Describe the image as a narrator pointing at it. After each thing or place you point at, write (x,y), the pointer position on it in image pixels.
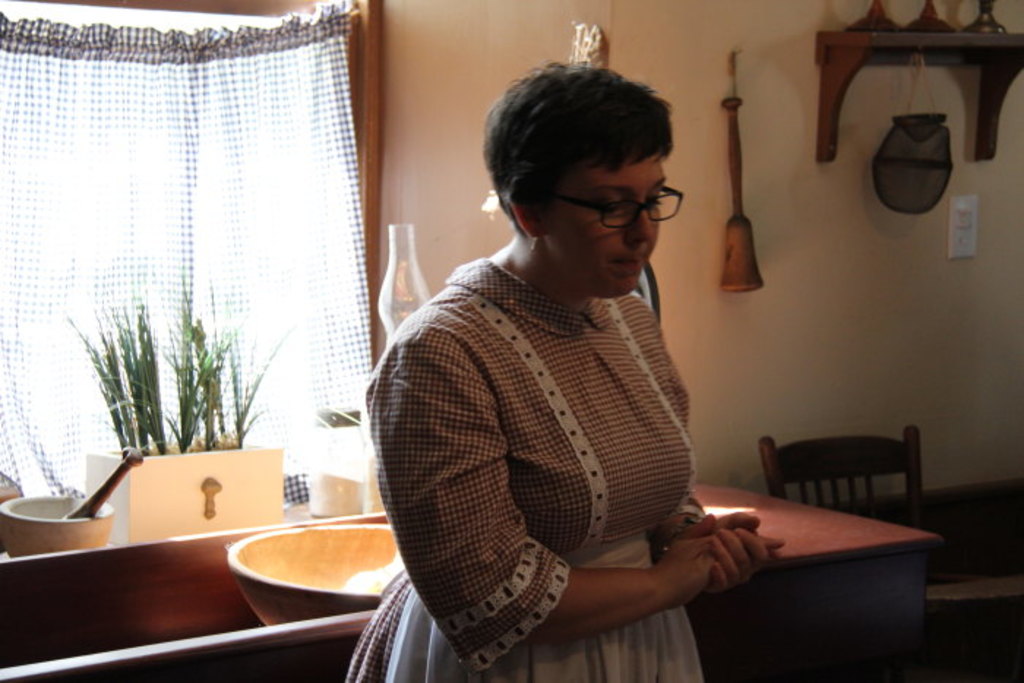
In this image I can see the person (532,335). In the background (712,647) I can see the table (826,558) and the chair (861,475) and I can also see the plant (144,332) in green color, curtain (157,330), window (207,180) and few objects (973,243) attached to the wall (792,99).
